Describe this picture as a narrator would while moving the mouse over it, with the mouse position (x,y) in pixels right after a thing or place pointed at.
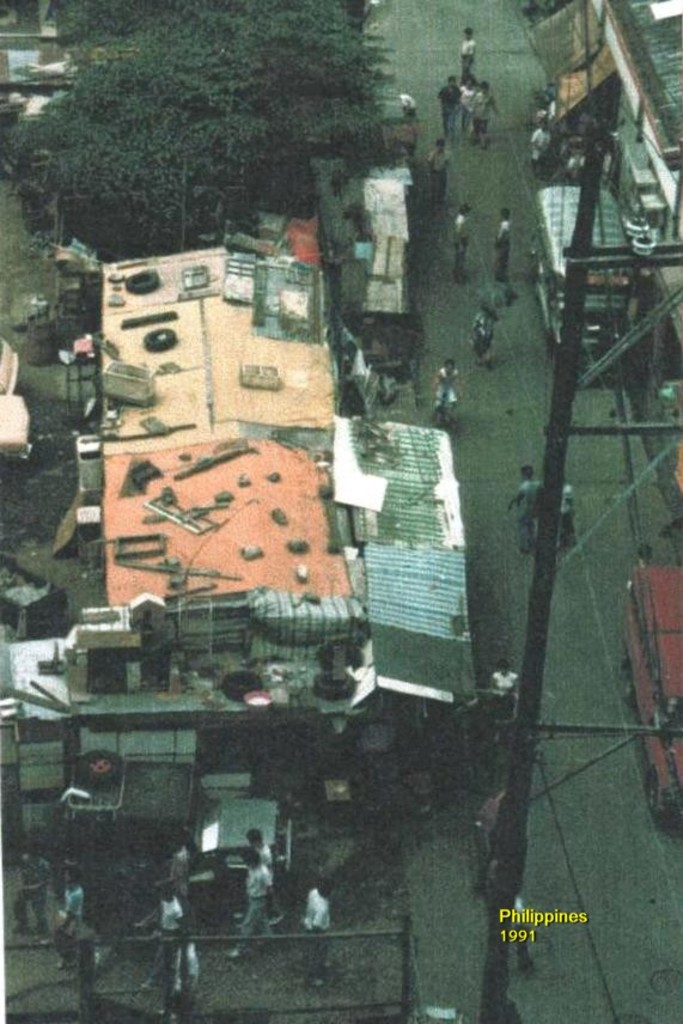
In the center of the image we can see two vehicles (682,752) on the road (514,600). And we can see buildings (282,340), tires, trees (279,64), one pole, fence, few people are standing, few people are walking on the road (490,396) and a few other objects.
